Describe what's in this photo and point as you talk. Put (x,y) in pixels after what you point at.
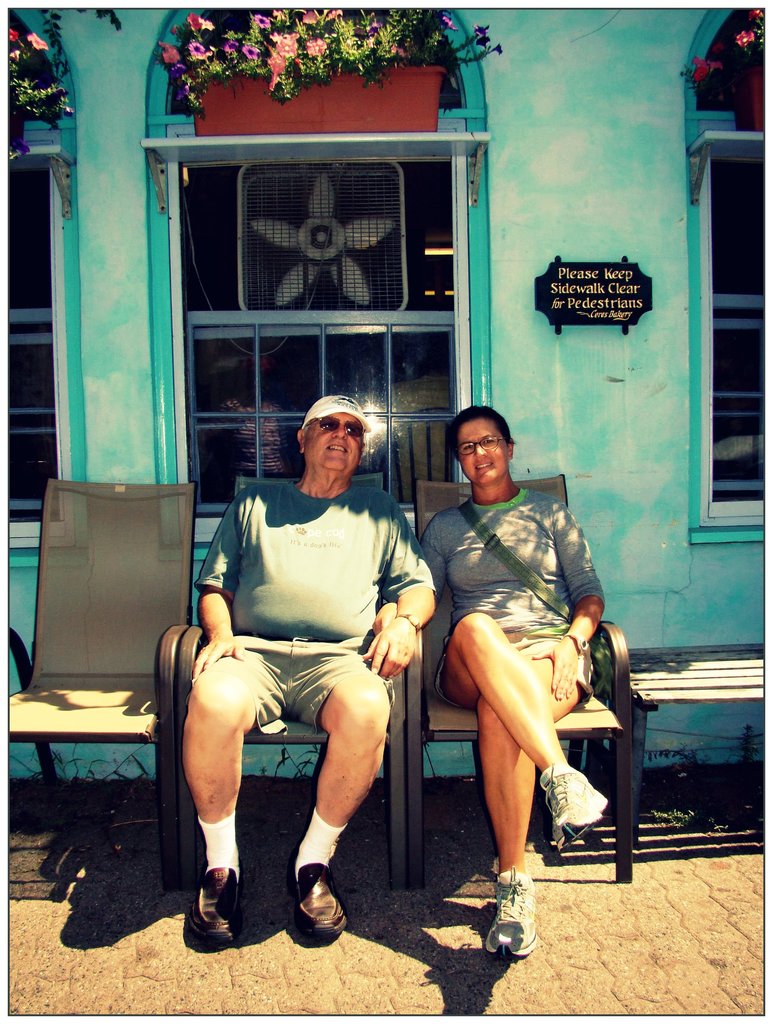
In the image there are two people (375,608) sitting on the chairs (409,710). Beside the two at the right side (670,680) there is a bench (641,707). Behind them there is a blue wall (607,332) with glass window (229,469). Above that there is a pot (378,97) with plants (212,46) and flowers (182,66). And also there is a board (579,295) with something written on it.
